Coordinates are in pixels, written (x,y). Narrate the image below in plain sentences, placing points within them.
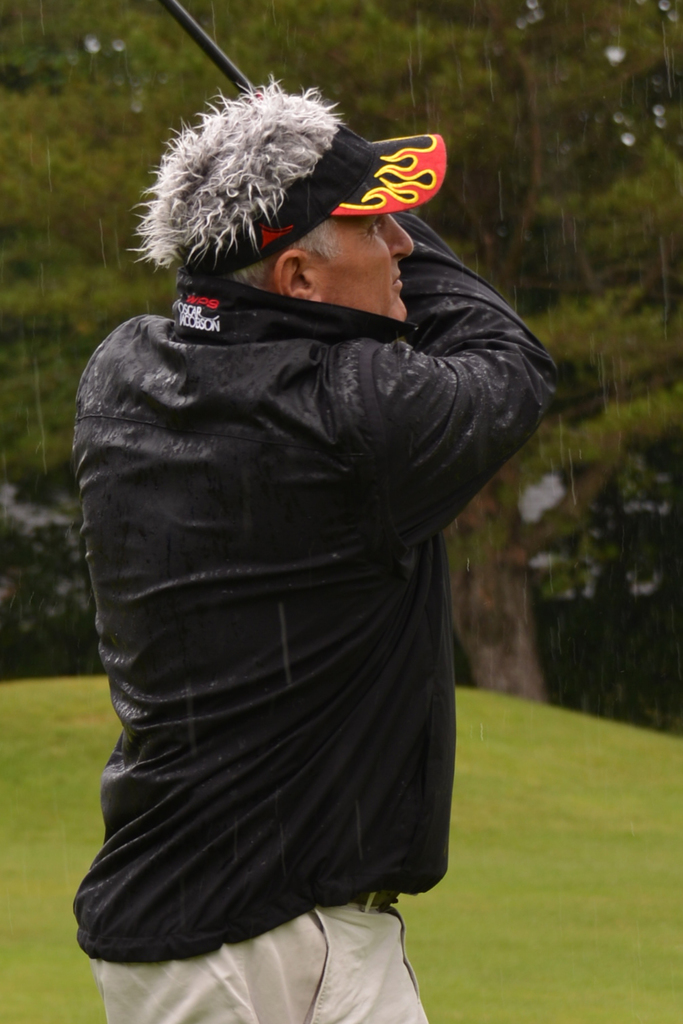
In this image in Center (231,616) there is a man (229,616) standing and holding a stick (216,46) which is black in colour. In the center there is grass (547,802) on the ground (539,796) and in the background (527,443) there is a tree (42,660).
